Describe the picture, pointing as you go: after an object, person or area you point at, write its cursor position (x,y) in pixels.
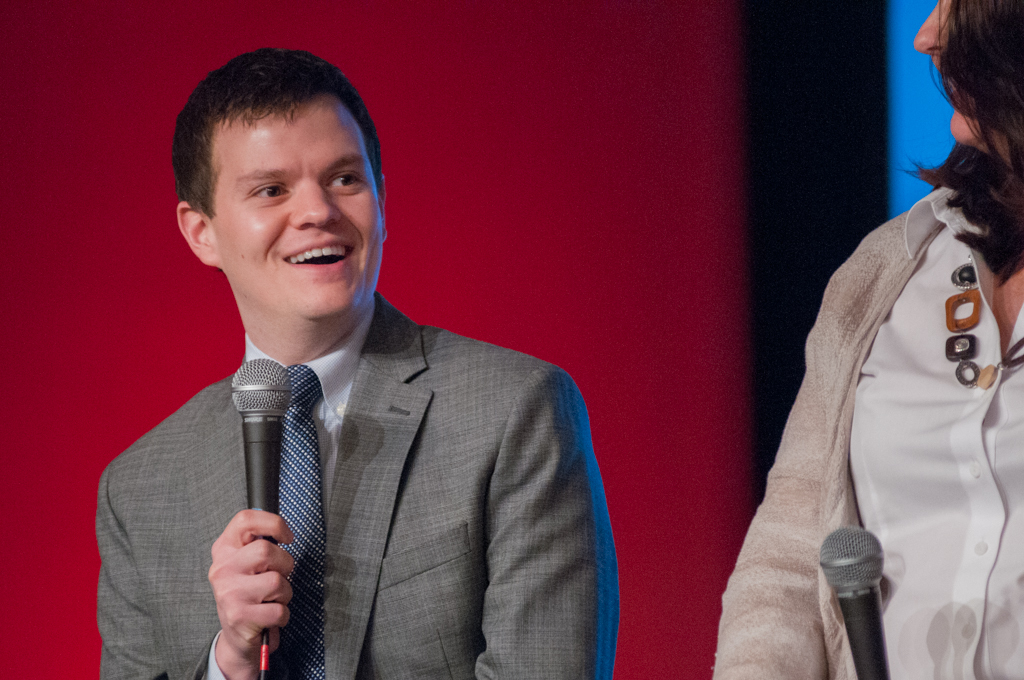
This picture shows a man (298,98) holding a microphone (244,428) in his hand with a smile (308,245) on his face (339,284) and a woman (1023,269) standing and holding a microphone (875,575).
